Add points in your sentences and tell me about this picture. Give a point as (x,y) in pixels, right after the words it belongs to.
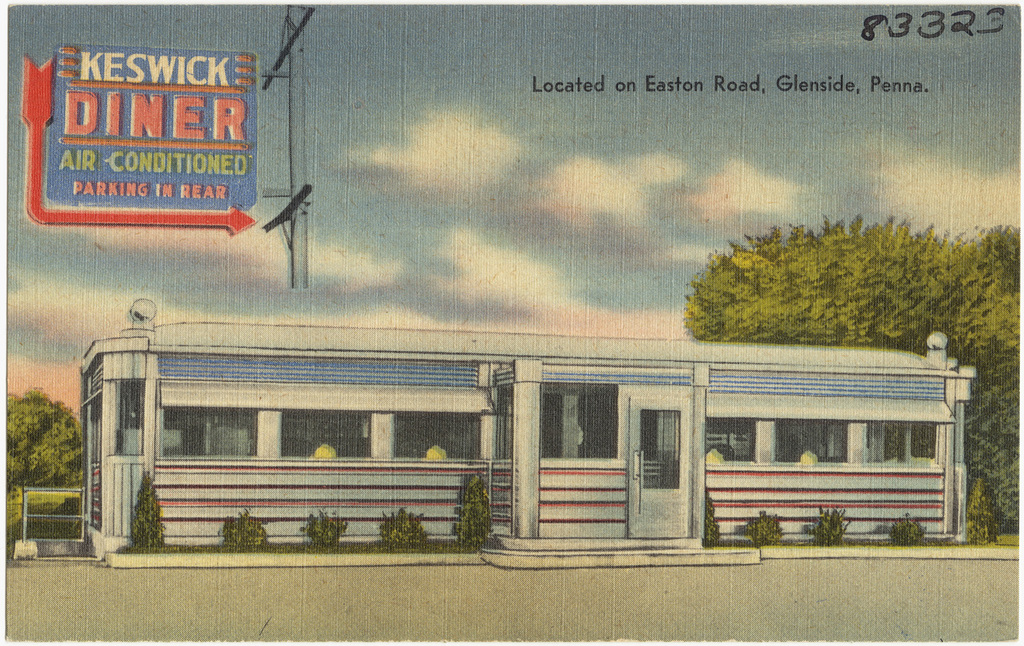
In this image I can see a building (343,508) in white color. Background (988,356) I can see trees (820,309) in green color and sky (442,189) in white and blue color. I can also see a blue color board (165,129) attached to a pole (293,175).
